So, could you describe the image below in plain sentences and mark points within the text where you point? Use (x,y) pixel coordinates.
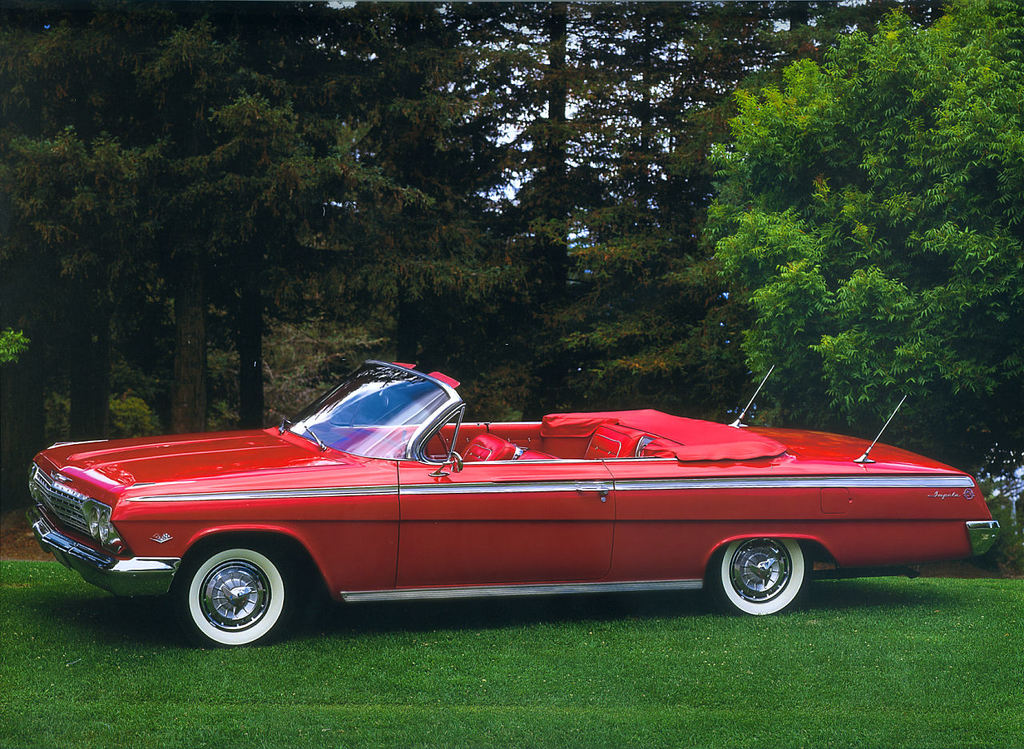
In this image I can see a red color car (529,488). Back Side I can see trees (26,259).
